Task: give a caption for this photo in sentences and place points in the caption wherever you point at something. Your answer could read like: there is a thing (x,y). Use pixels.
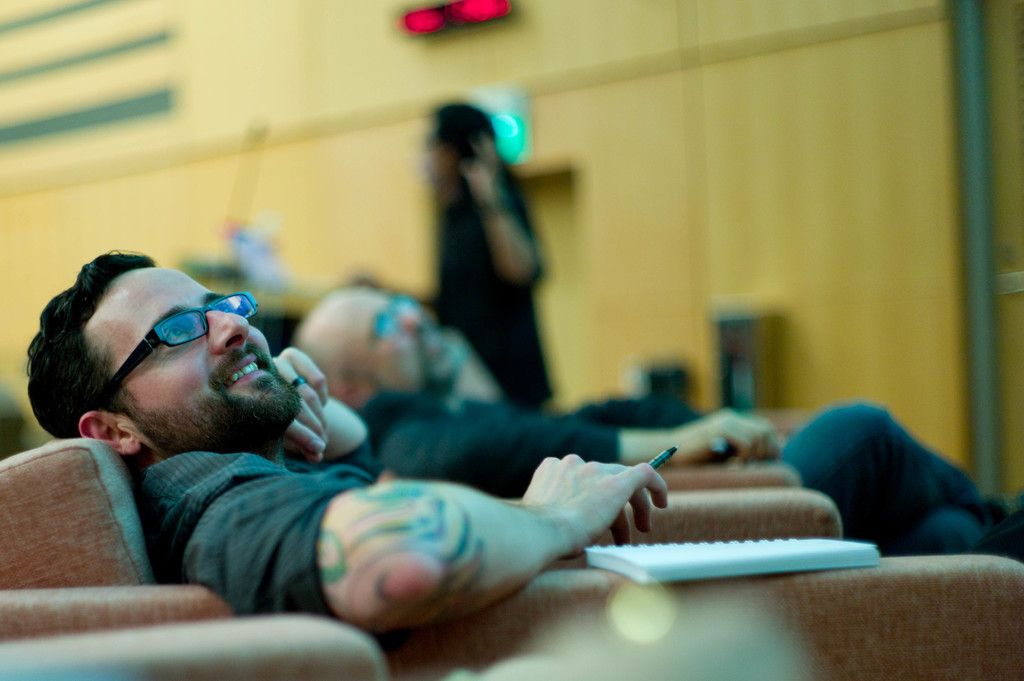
In this image we can see people (177,375) sitting on chairs (911,595). There is a book (658,551) on the chair (765,580). In the background of the image (423,194) there is wall (404,141). There is a person (502,391) standing.
